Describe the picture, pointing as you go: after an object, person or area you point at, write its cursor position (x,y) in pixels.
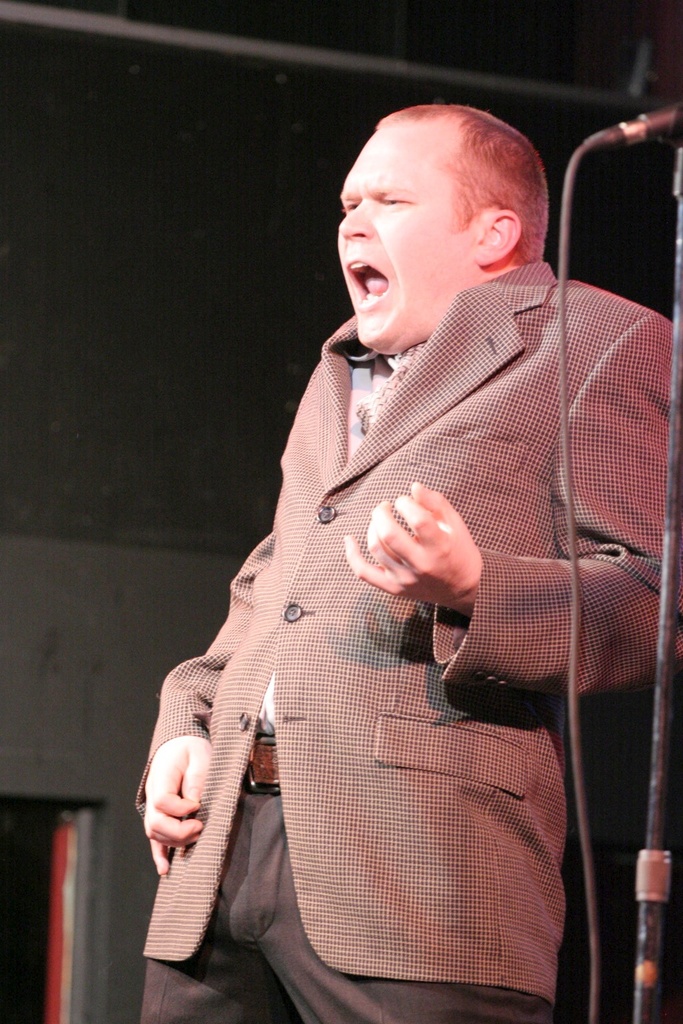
In this picture we can see a man (407,782) is standing, in the background (150,513) there is a wall (135,363), on the right side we can see a microphone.
